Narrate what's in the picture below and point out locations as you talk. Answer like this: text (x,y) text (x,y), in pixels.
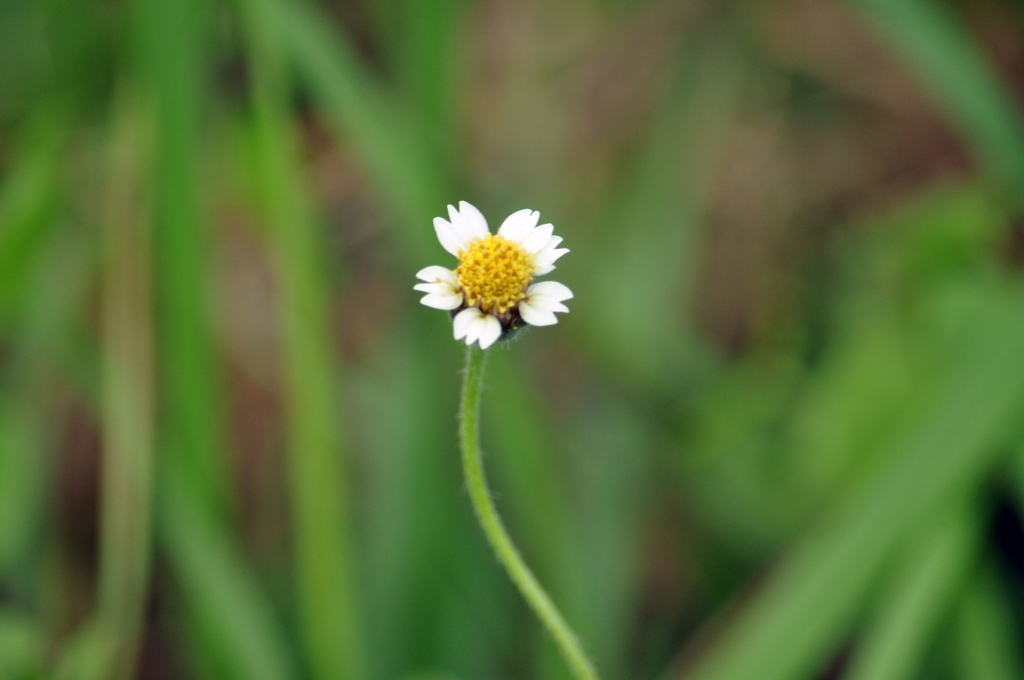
In this picture we can observe a flower (492,262) which is in yellow and white color. In the background (224,404) there are leaves (127,336) which were blurred.
